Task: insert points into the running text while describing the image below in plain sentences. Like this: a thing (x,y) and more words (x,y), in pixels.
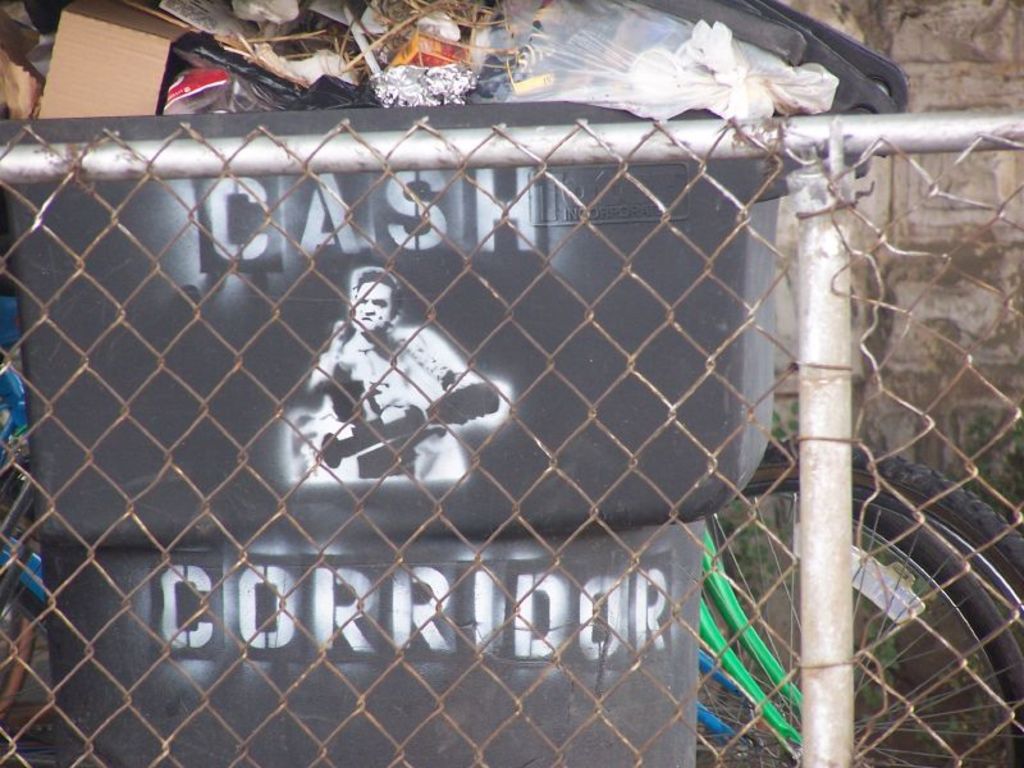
In this image we can see a dustbin (478,570) with some trash (506,52) inside it which is placed beside the fence (773,223). We can also see a picture (396,342) of a person (326,479) and some text (427,242) on a dustbin (466,287). On the backside (904,611) we can see tires (947,684) on a bicycle (966,551) and a wall (784,252).
